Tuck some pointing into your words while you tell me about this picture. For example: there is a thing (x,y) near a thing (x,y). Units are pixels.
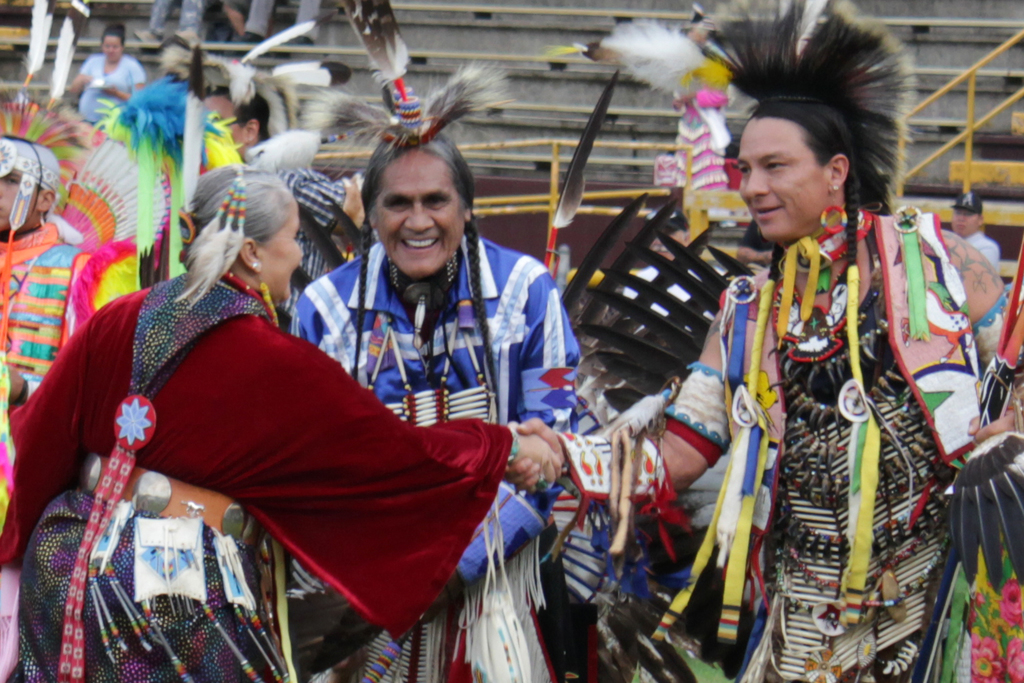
In this picture we can see a group of people (119,297) wore costumes (158,170) and standing and three people (853,225) are smiling and in the background (160,35) we can see some people (120,52) sitting on steps (569,38), rods (554,203) and some objects (579,164).
